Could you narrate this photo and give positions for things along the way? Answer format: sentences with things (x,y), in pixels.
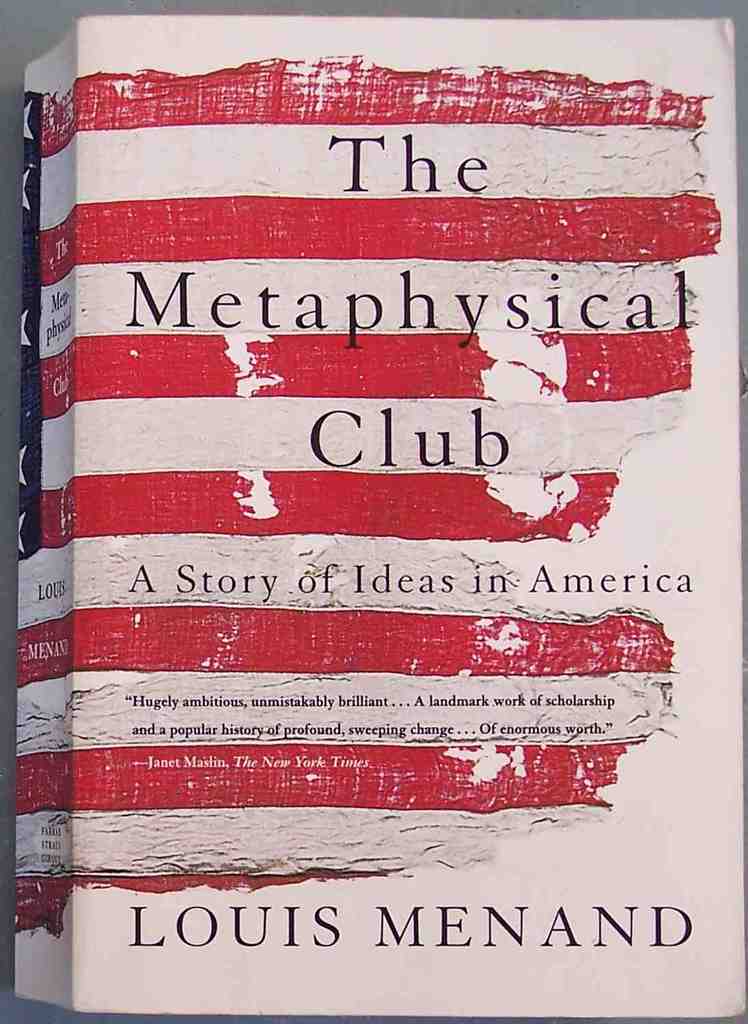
In this image we can see a book (384,584) placed on the surface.
